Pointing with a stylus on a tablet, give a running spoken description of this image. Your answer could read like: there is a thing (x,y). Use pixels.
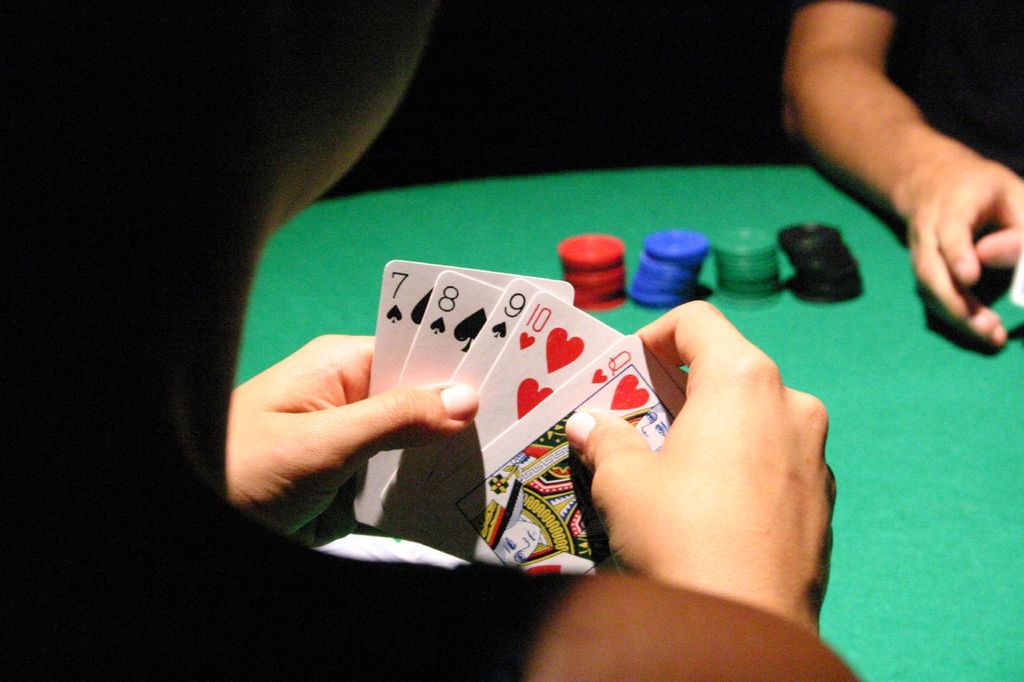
In this image there is a person (142,285) truncated towards the left of the image (87,268), he is holding cards (521,405), there is a person (909,152) truncated towards the top of the image (838,15), there is a table (919,379) truncated towards the right of the image (938,450), there are coins (744,258) on the table (918,505), the background of the image (611,93) is dark.
